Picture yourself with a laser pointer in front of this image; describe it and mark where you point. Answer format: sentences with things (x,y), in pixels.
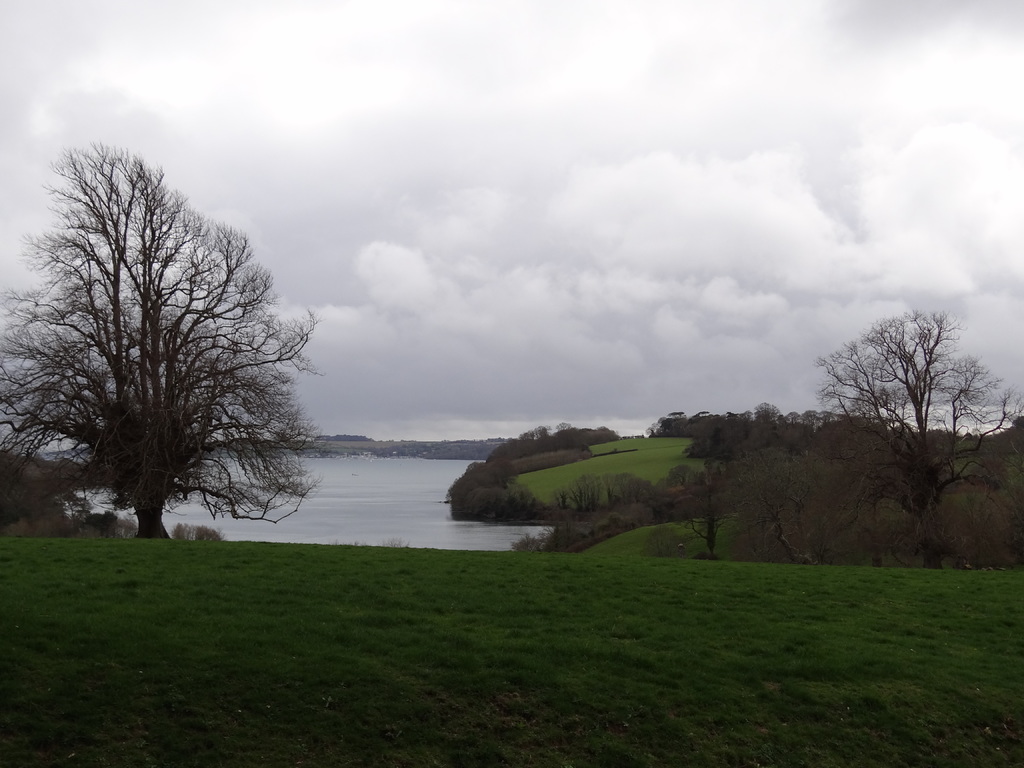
In this image we can see few trees (493,480), grass (716,660), water (355,495) and the sky (526,245) with clouds (568,182).
